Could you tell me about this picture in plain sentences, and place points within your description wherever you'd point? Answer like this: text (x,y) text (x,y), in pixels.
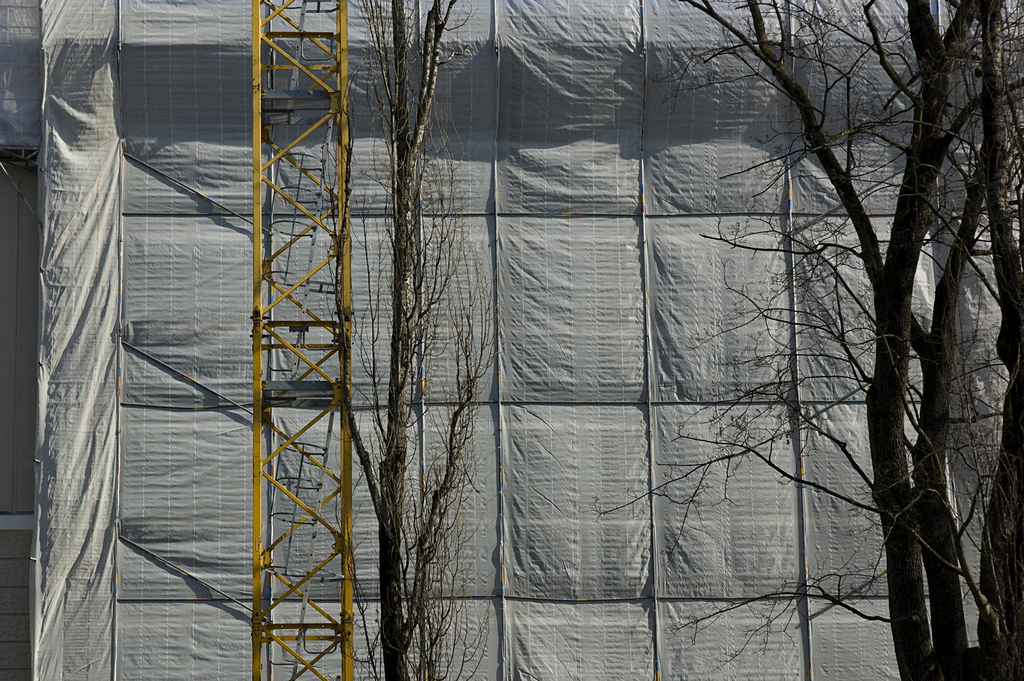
In the foreground of the image (408,158) there are trees (880,416). In the background of the image (570,194) there is a cover (70,593). There is a tower (334,543).
